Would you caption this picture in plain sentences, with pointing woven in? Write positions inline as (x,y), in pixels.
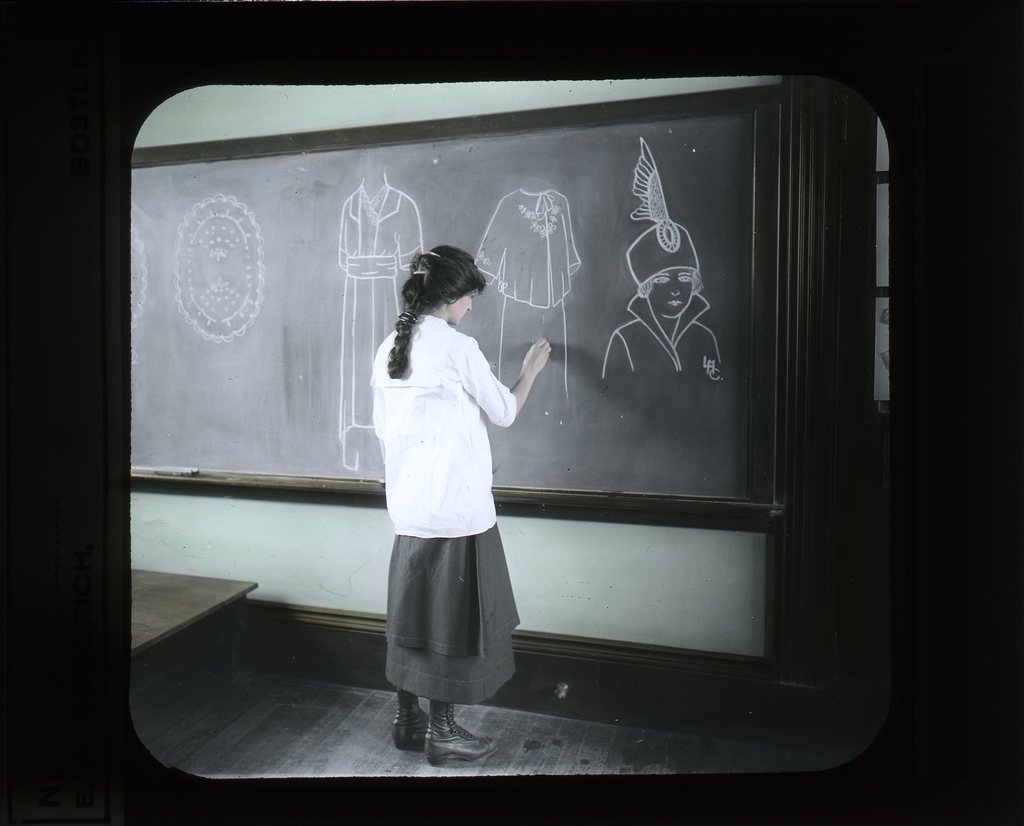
This woman (478,459) is drawing on blackboard (602,168). On chalkboard (240,202) there are drawings (199,215). Here we can see table (205,591).
